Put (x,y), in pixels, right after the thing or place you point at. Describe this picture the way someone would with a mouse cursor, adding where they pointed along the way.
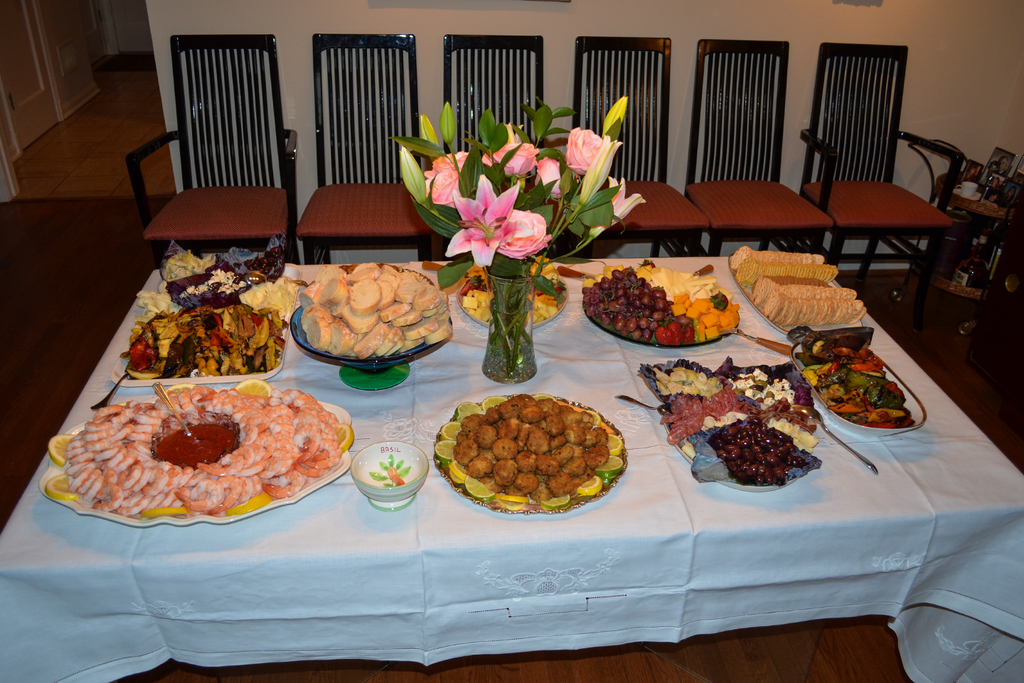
In this image I can see the table (396,529). On the table (376,553) I can see the flower vase (465,266) and there are bowls (398,479), plates (522,436) and trays (681,342) with food items (665,342). I can see these food items (233,475) are colorful. In the background (762,157) I can see the chairs (651,184) and the wall (853,240). To the right (958,247) I can see the cup (973,191), photos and many objects (961,247) on the table (965,201).
